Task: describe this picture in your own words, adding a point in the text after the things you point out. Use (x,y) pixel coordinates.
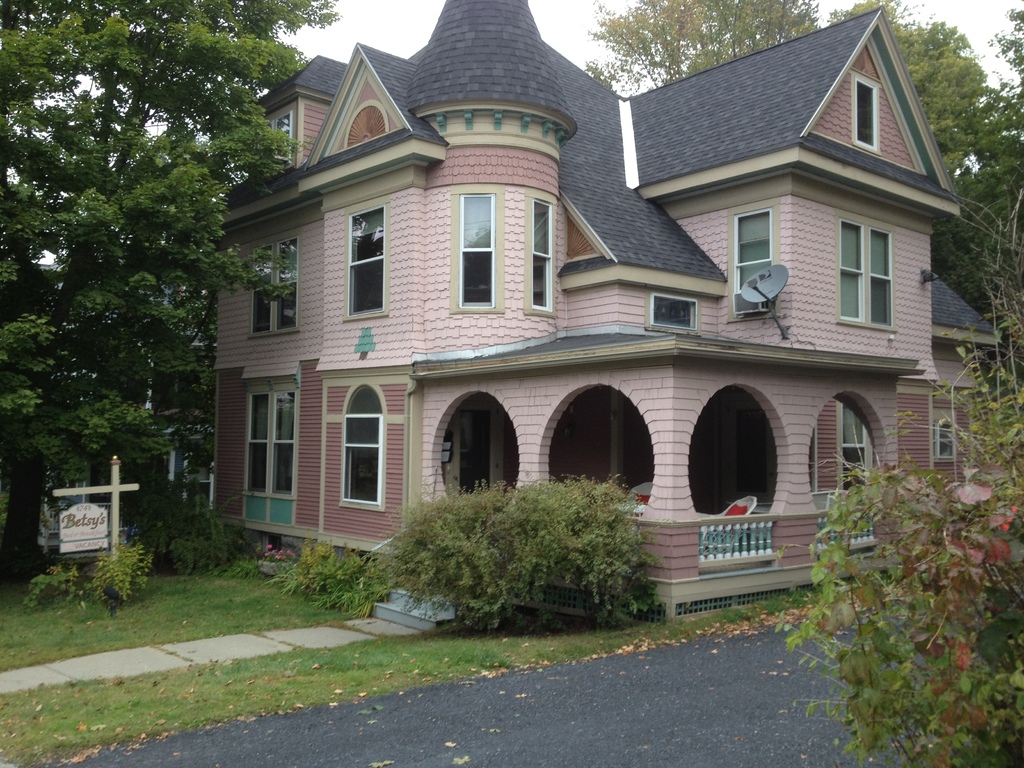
In the image we can see a building (585,302) and the windows (471,257) of the building (458,262). There are stairs (417,606), fence (709,532), pole (117,528) and a board (93,525). Here we can see a road (506,735), grass (295,684), plant (464,514), trees (1006,120) and a white sky (570,44).
